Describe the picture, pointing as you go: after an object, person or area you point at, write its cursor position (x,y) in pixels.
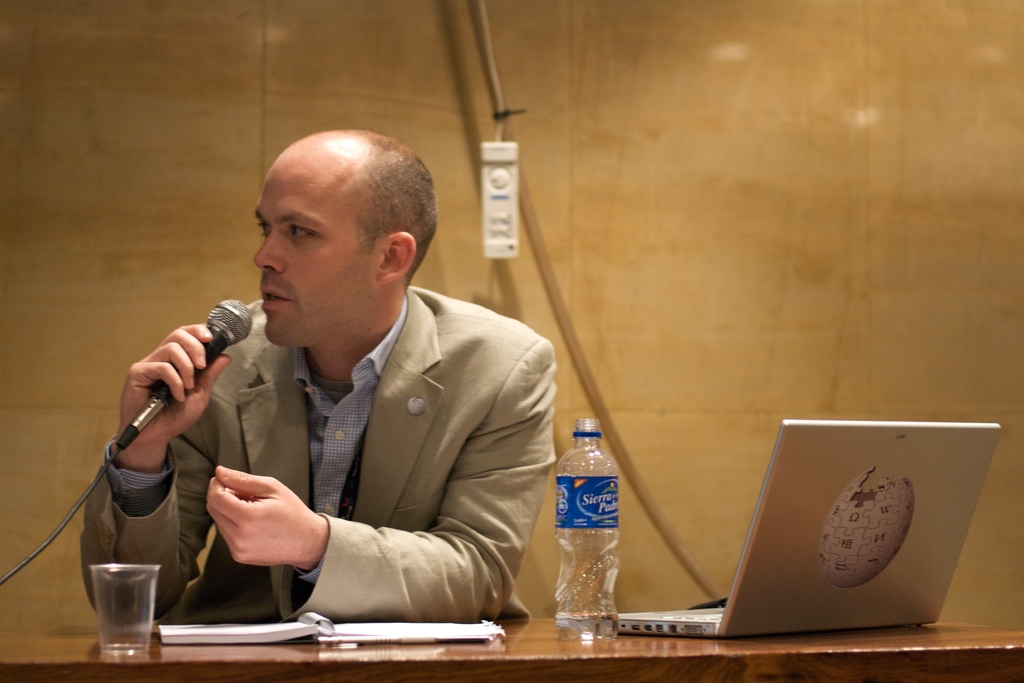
In this picture there is a man (404,392) who is wearing blazer (450,393) and shirt (341,407). He is holding a mic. He is sitting near to the table (312,679). On the table (510,651) we can see water bottle (580,520), water glass (118,603), book (400,625) and laptop (772,594). On the back (513,246) we can see wire (495,94) and some white object (514,160) near to the wall (690,145).
